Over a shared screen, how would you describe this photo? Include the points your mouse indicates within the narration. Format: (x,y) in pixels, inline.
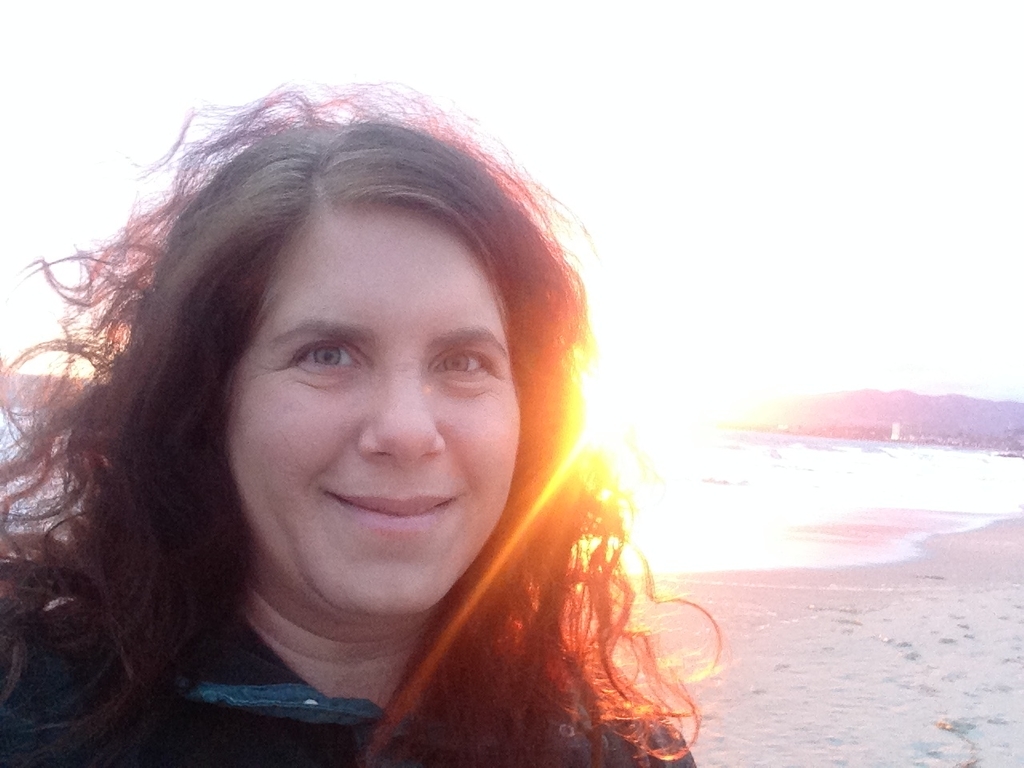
In this picture we can see a woman (274,447) is smiling and standing on the beach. Behind the women (309,471) there are hills (819,416), water (771,451) and a sky (632,103).
